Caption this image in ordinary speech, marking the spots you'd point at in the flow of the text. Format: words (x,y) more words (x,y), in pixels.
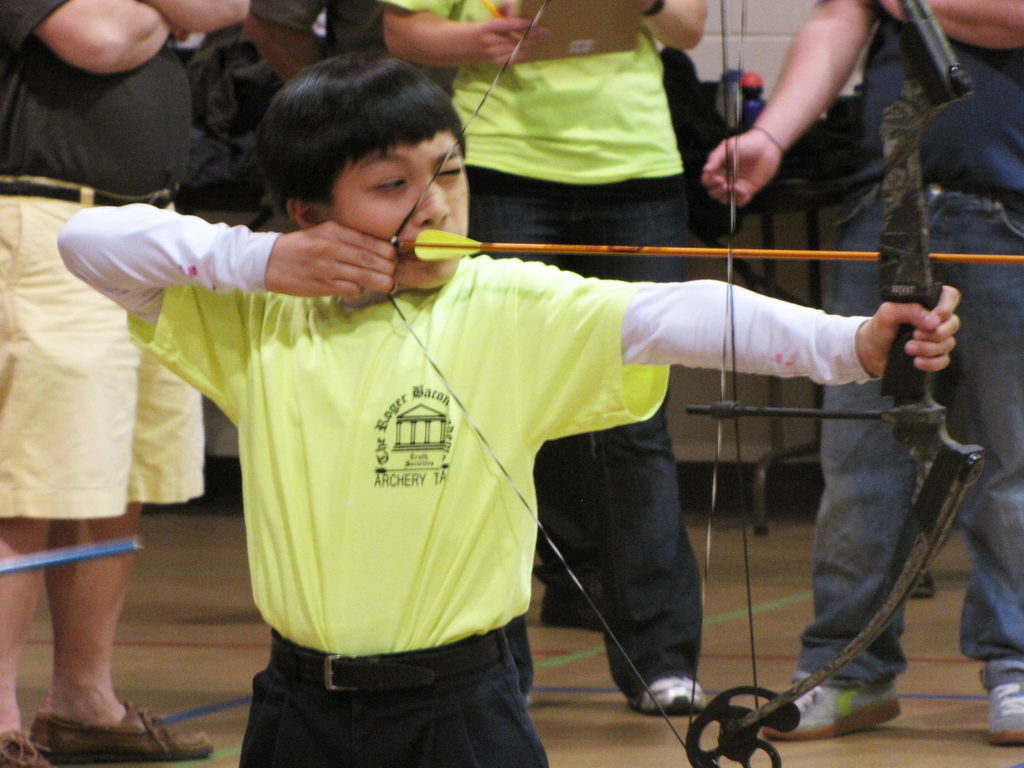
This image is taken indoors. At the bottom of the image (635,723) there is a floor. In the background (746,241) there is a wall (775,243) and three people (122,131) are standing on the floor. A man (598,81) is holding a clipboard (546,21) in his hands (536,26). In the middle of the image (466,466) a kid (429,583) is standing on the floor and he is holding an arrow (451,241) and a bow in his hands (361,260).
